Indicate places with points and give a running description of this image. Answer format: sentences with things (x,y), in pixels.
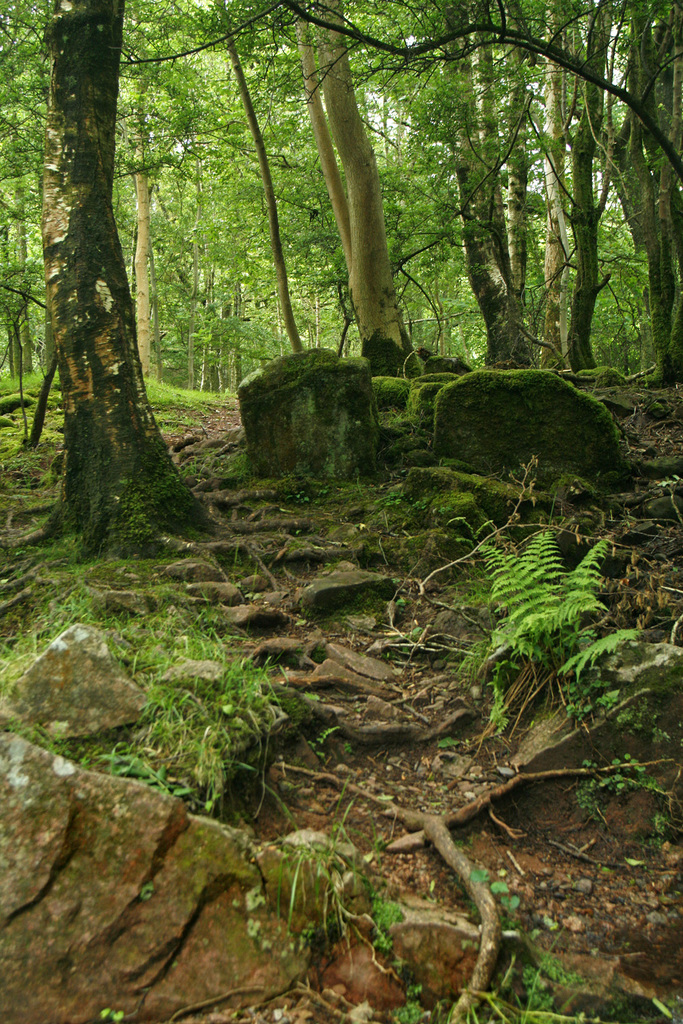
In this image I can see plants (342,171) and trees (433,139) in green color. Background (406,129) the sky (392,112) is in white color.
